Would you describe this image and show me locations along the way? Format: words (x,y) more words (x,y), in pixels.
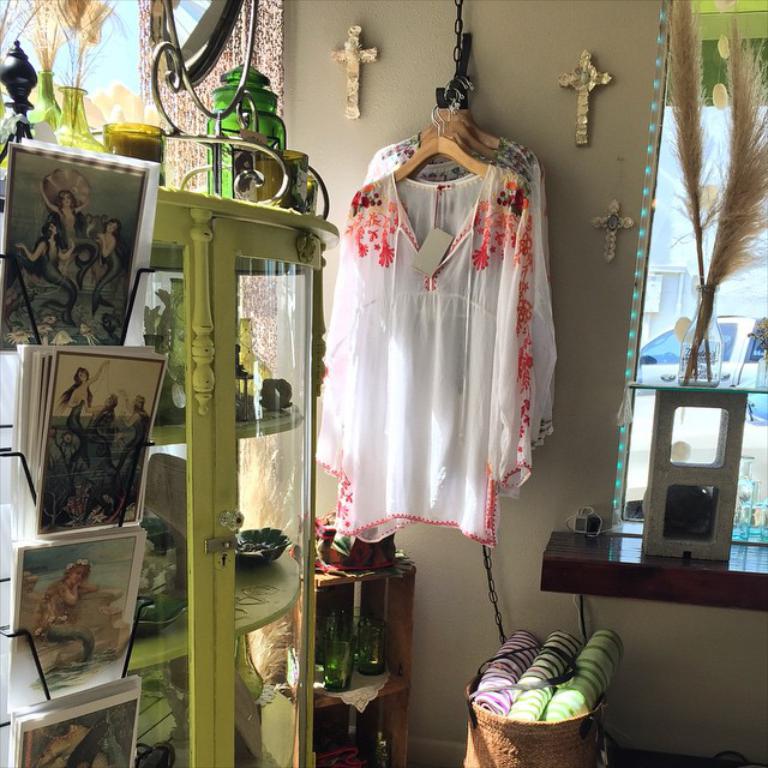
In this image there are clothes (464,293) hanging on the hanger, beside that there is a wardrobe (242,452) with some things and also there are some painting images (125,470) in front of that. Beside that there is a wall (626,623) with window (638,499).
